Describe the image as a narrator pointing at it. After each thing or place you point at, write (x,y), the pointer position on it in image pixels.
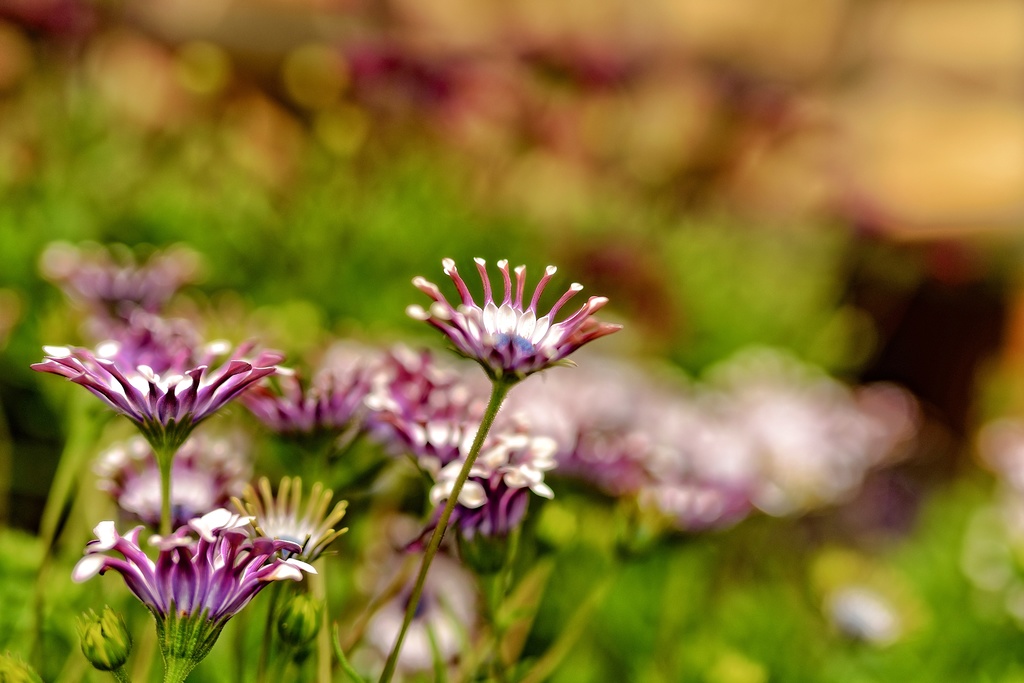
In this picture there are flowers (129,398) and buds (127,634) on the plants (435,510). At the back (586,133) the image is blurry.
